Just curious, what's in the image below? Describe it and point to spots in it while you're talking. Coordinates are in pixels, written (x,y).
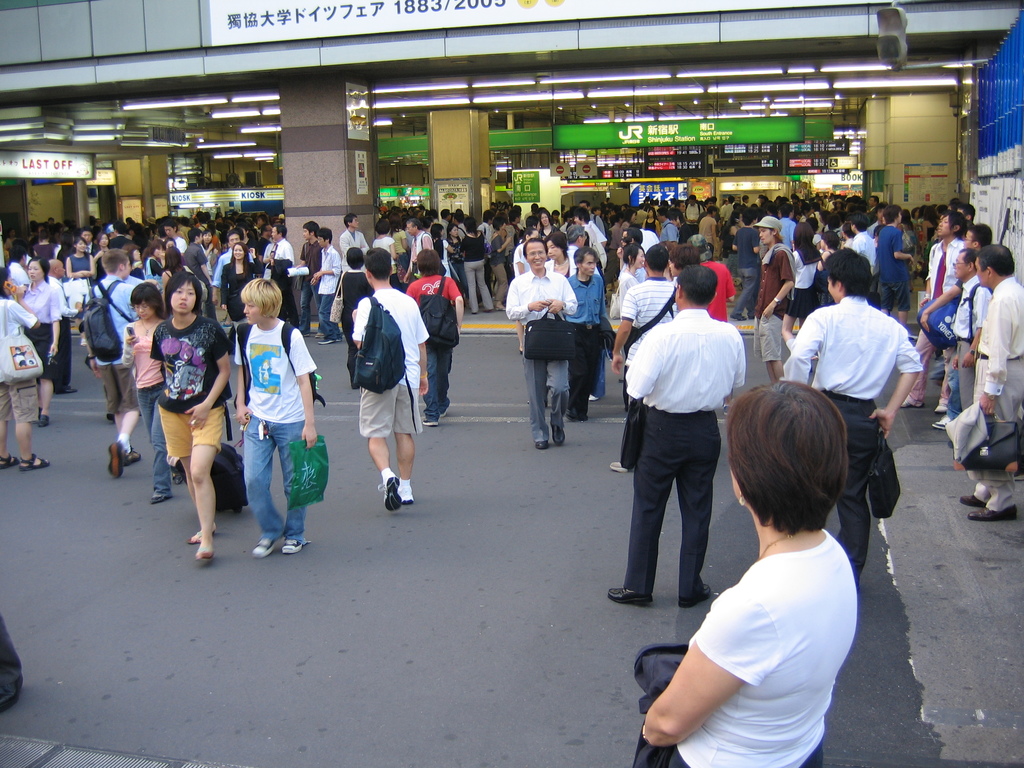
In this image I can see number of people (615,373) are standing on the road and I can see few of them are wearing bags (371,324). In the background (328,199) I can see few pillars (345,160), few boards (545,142) which are green in color and the building (203,44).
